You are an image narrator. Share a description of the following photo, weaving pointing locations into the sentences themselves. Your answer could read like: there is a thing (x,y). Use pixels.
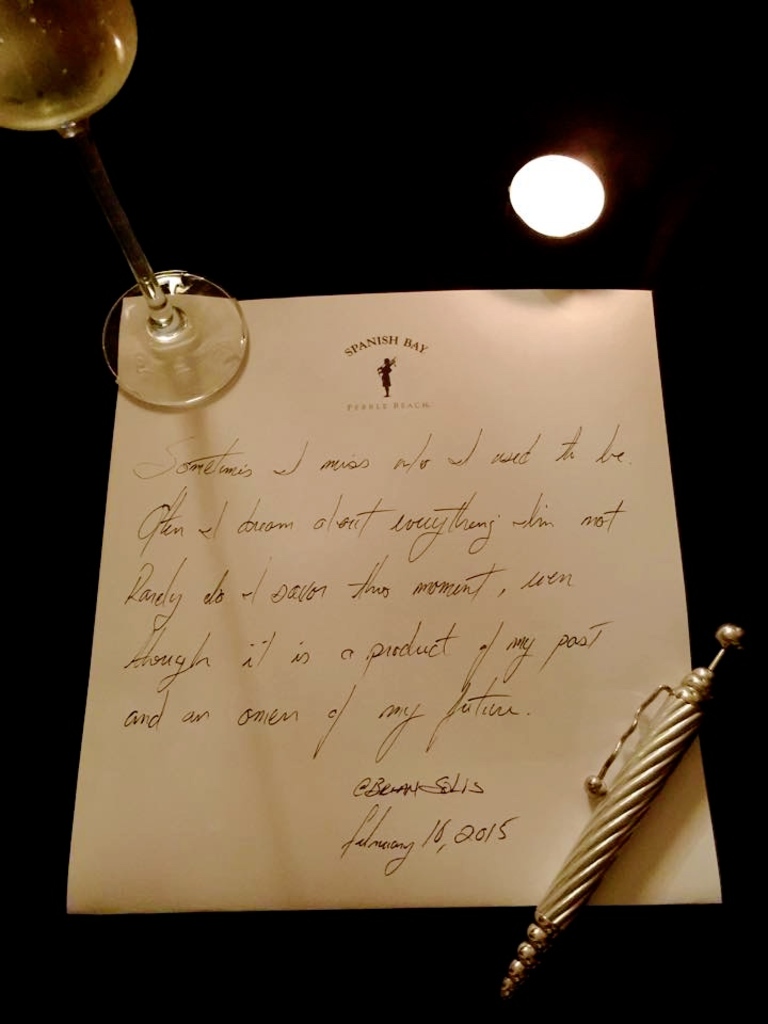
In this image I can see the pen (633,782), paper (558,709) and the glass (22,29). In the background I can see the light (595,211).
